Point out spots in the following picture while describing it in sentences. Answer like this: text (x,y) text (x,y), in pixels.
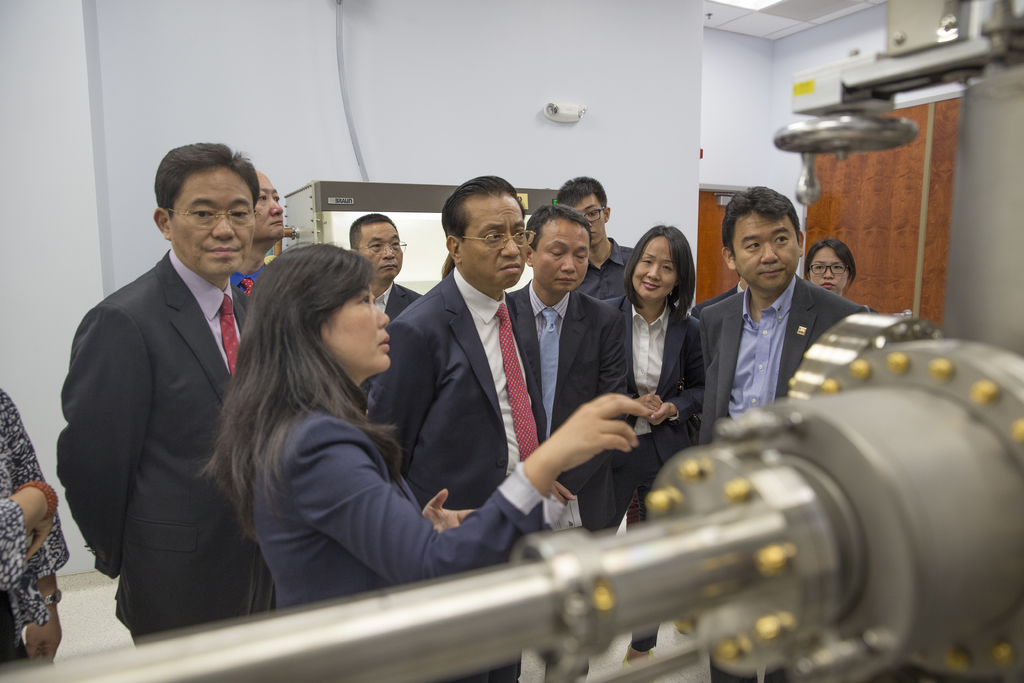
There are group of people (505,294) standing. This looks like a machine (701,546), which is silver in color. I think these are the bolts (741,650). This looks like a wooden door (840,187). Here is the wall (429,92).
